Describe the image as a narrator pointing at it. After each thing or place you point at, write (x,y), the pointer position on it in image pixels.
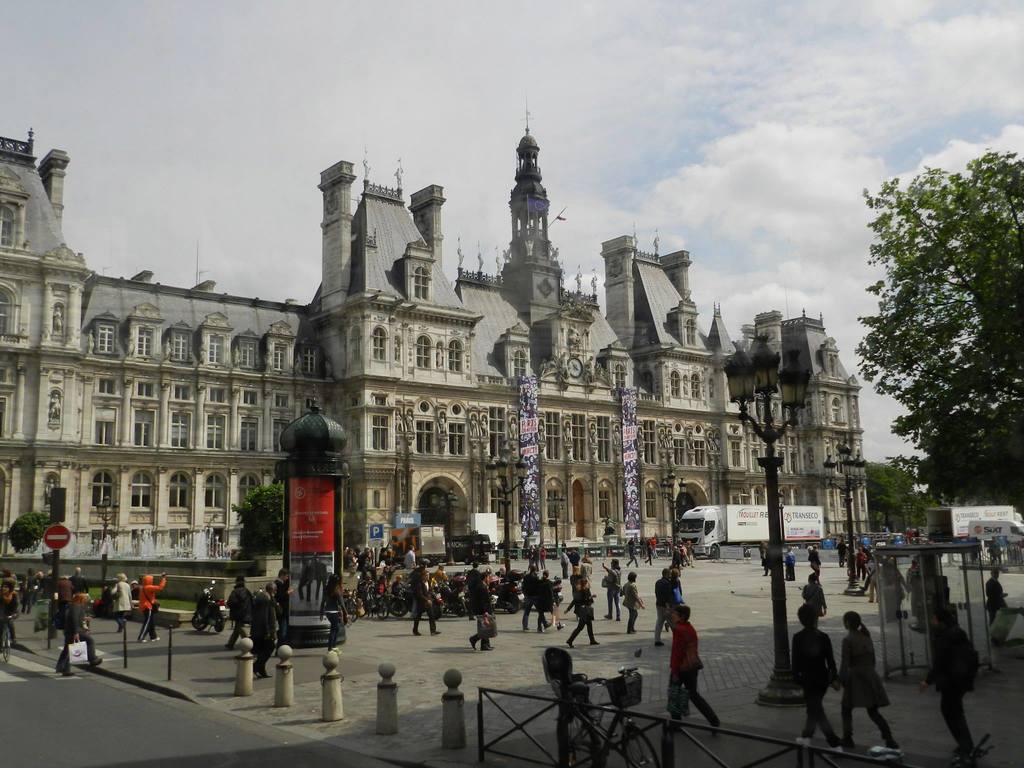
In this image, there are some persons (592,595) standing and wearing clothes (578,589). There is a building (375,388) in the middle of the image (639,375). There is a tree (909,367) on the right side of the image (972,370). In the background of the image (856,234), there is a sky (770,142).
